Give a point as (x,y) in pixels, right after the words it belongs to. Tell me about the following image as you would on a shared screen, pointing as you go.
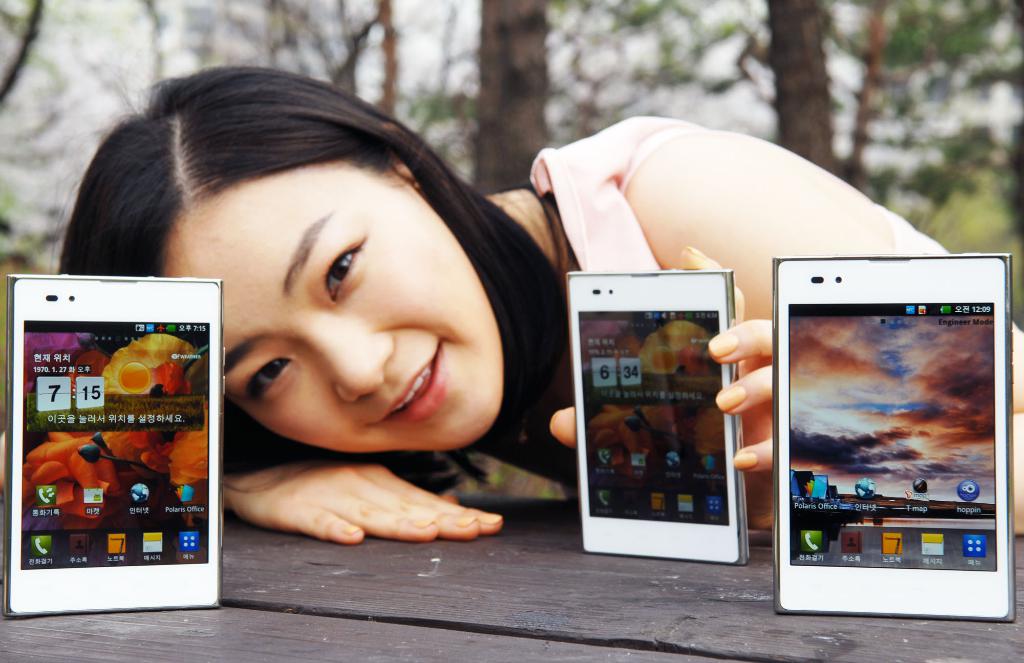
A woman (553,327) is holding a mobile (603,380). There are three mobiles (190,506) on the table (433,603). In the background (403,76) there are some trees (776,55).
